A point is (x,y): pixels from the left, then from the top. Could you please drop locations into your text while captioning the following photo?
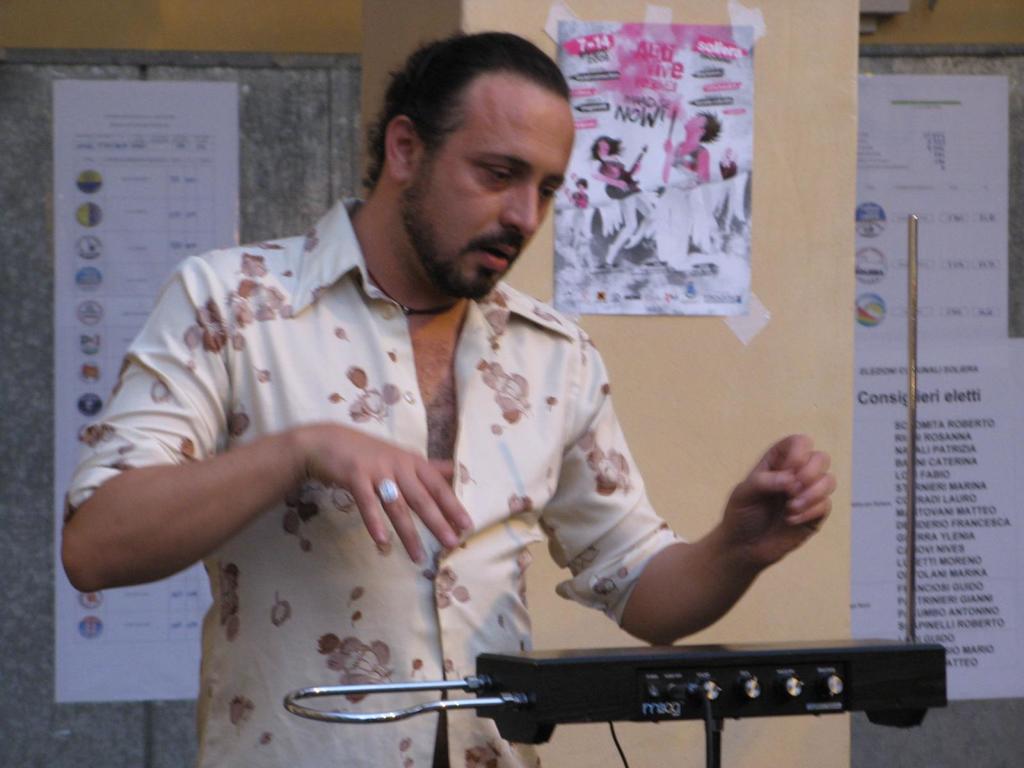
In this image there is a person (461,403) standing in front of some object (773,670). In the background of the image (109,195) there are posters (607,162) attached to the wall (787,309).
